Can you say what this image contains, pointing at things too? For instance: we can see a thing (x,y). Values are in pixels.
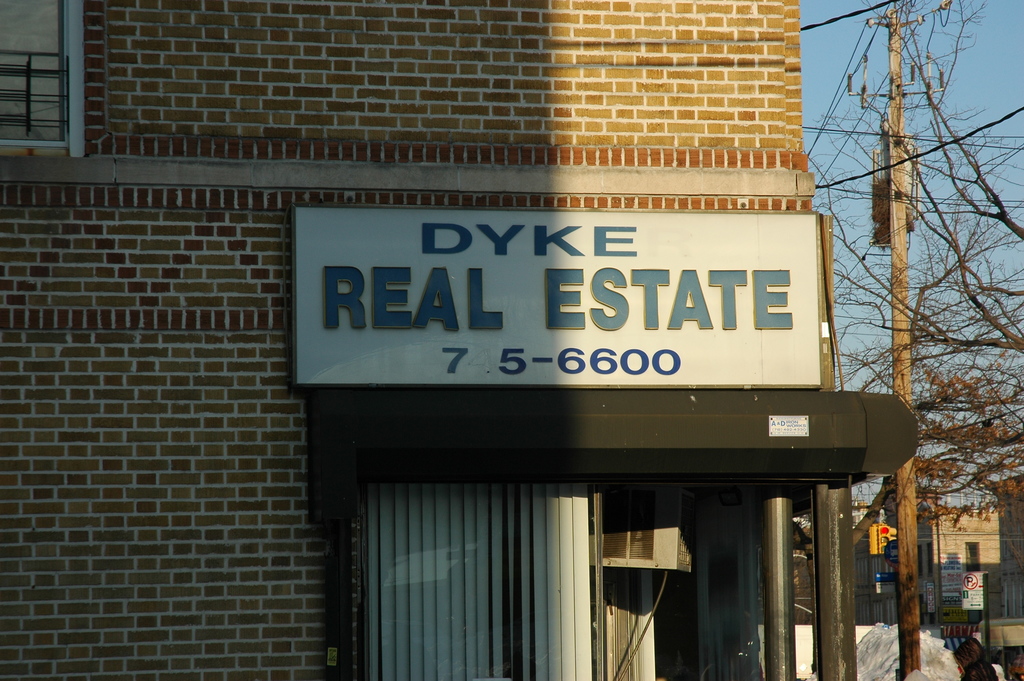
In this image there is a building (301,128) in the middle (390,251). To the building (229,200) there is a hoarding (592,331). On the right side (896,248) there is an electric pole (899,175) to which there are wires (871,132). Beside the pole (900,175) there are trees (989,194). In the background (986,542) there are buildings (942,554). Beside the buildings (974,526) there is a traffic signal light (877,543). At the bottom (601,579) there is a glass door (695,585).
